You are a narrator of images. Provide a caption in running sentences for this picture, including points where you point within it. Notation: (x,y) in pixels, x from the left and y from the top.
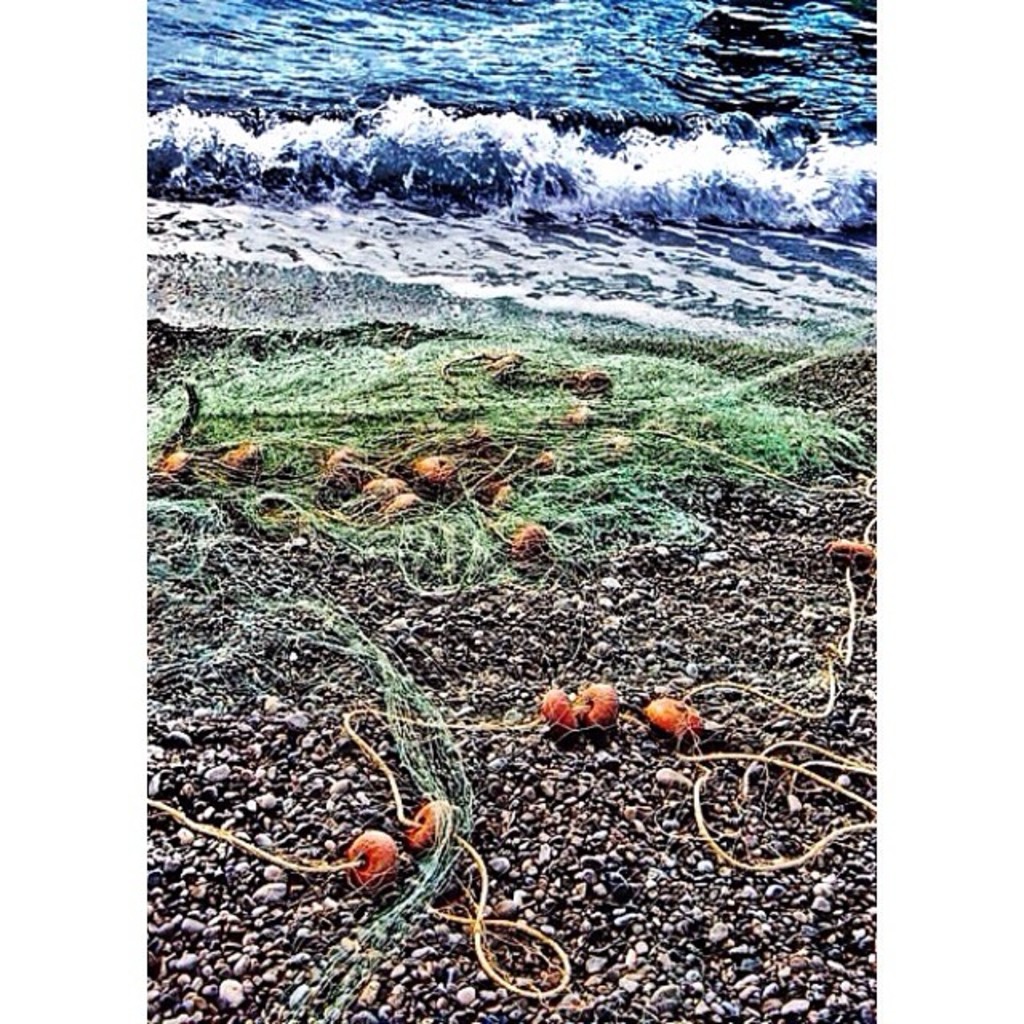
In this image there is a sea (554,110) on the top of this image (546,73) and there are some objects (426,524) as we can see in middle of this image (362,450) and there is a ground (480,766) in the bottom of this image (508,788).
